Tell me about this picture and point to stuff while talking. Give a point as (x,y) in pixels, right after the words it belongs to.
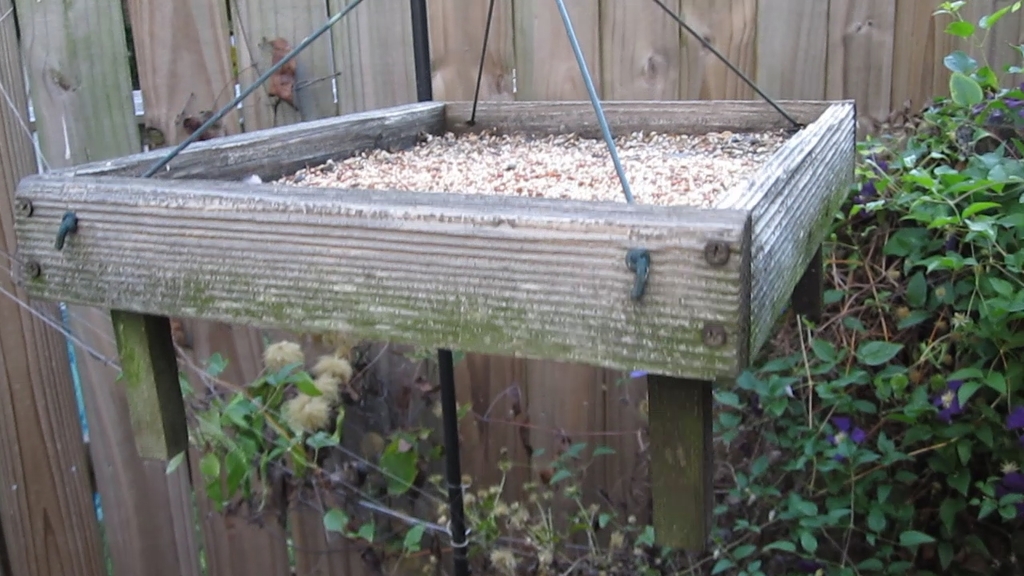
There are leaves (858,376) and stems (928,349) of a plant (910,285) present in the bottom right corner of this image (843,385). We can an object (364,262) in the middle of this image (559,271) and there is a wooden wall (394,92) in the background (576,411).
